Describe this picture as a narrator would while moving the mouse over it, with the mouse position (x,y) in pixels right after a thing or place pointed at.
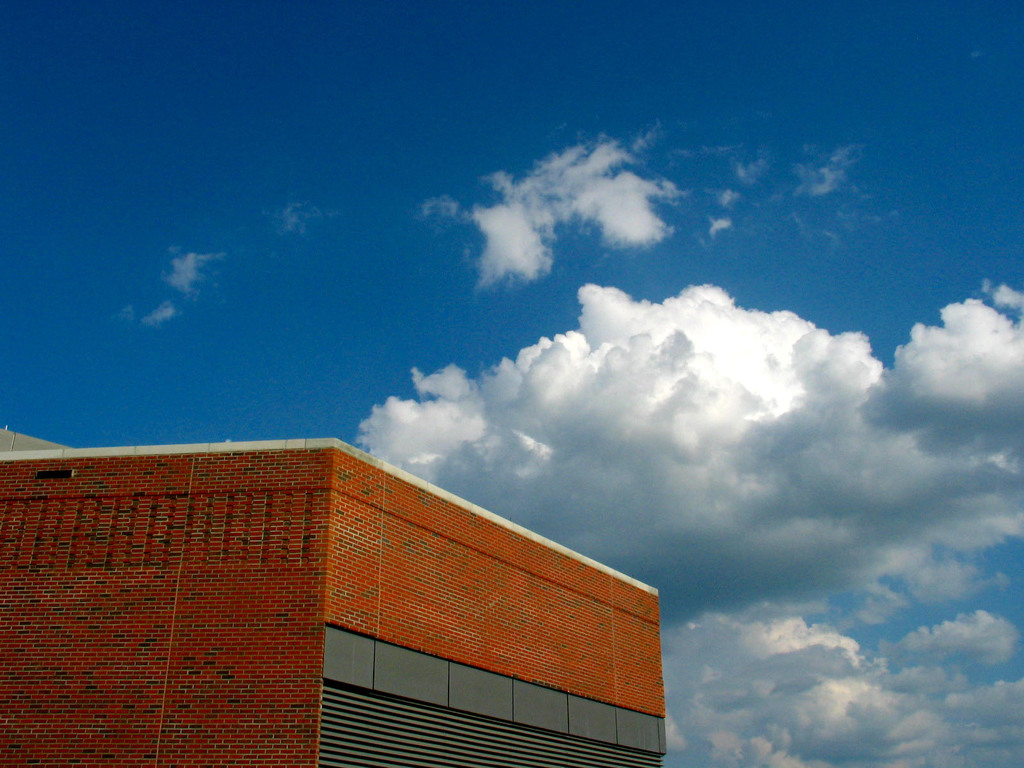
In this image we can see a building (287,652) and in the background (614,417), we can see a cloudy sky (547,288).
